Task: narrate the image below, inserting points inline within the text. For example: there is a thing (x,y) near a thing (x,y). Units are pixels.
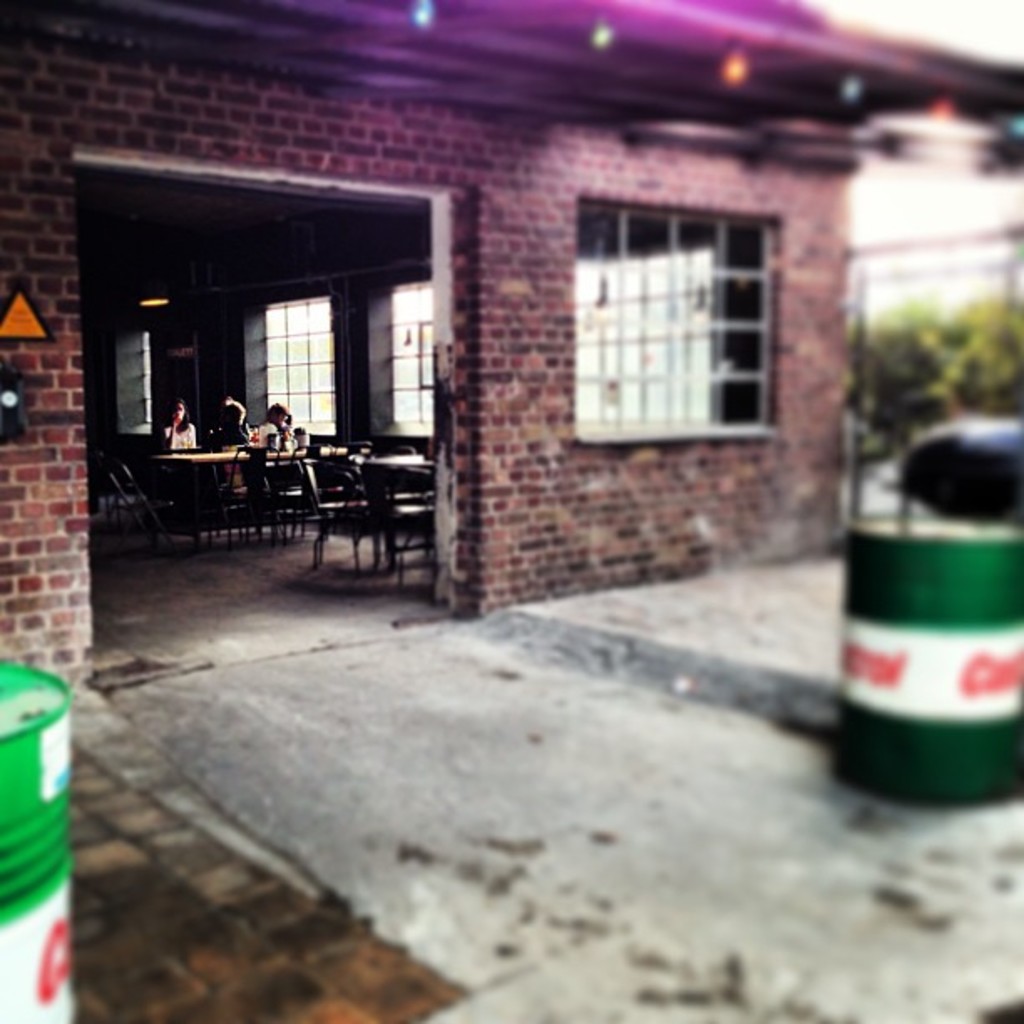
In the image a group of people (234,421) are sitting on a chair (241,478) near a table (238,459). There is a restaurant (401,247) in the image. There are two barrels (55,846) in the image, one is placed at the bottom left most of the image (30,806) and another is placed at the right most of the image (940,697).
